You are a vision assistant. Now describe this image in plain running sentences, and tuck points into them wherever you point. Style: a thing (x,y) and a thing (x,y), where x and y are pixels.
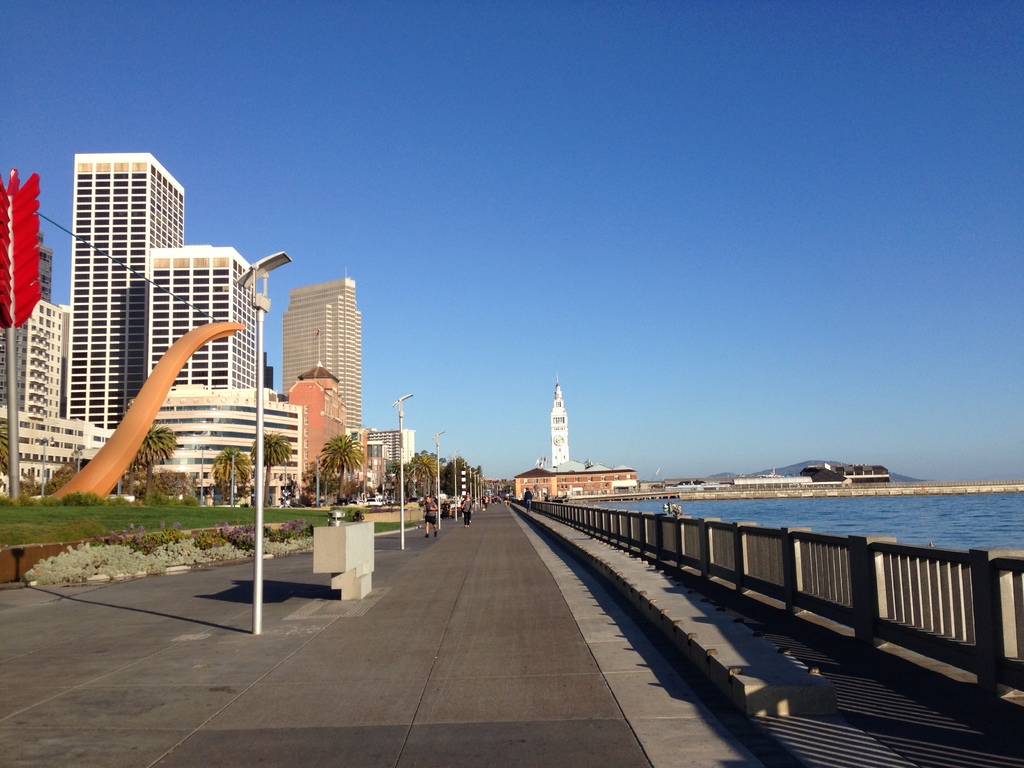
In this image, we can see so many buildings (549,467), tower (557,433), poles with lights (252,280), trees (220,472), grass (92,516), plants (104,498). At the bottom (316,680), we can see a platform (425,675), railing (1004,681). Right side of the image (957,523), we can see a water (870,519). Here we can see few people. Top of the image (713,160), there is a sky (617,248).
